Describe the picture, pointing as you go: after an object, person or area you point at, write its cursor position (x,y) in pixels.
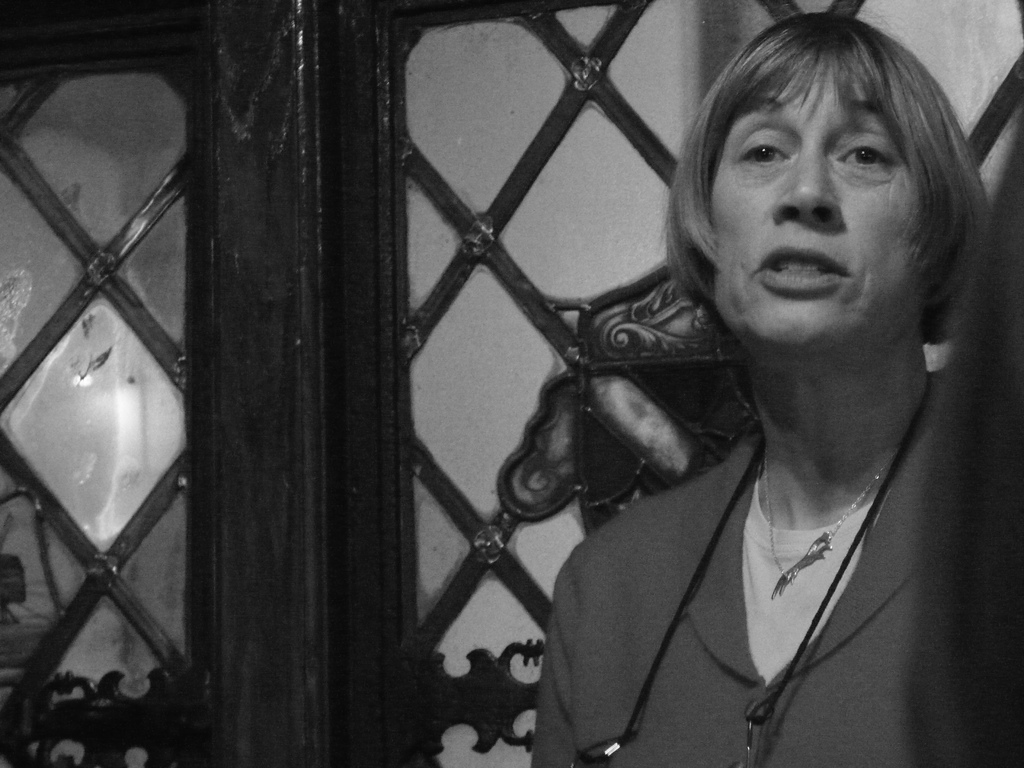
It is a black and white picture. On the right side of the image (844,573) we can see a person (830,617) in a different costume (859,635). In the background (311,460) there is a door (537,434).
